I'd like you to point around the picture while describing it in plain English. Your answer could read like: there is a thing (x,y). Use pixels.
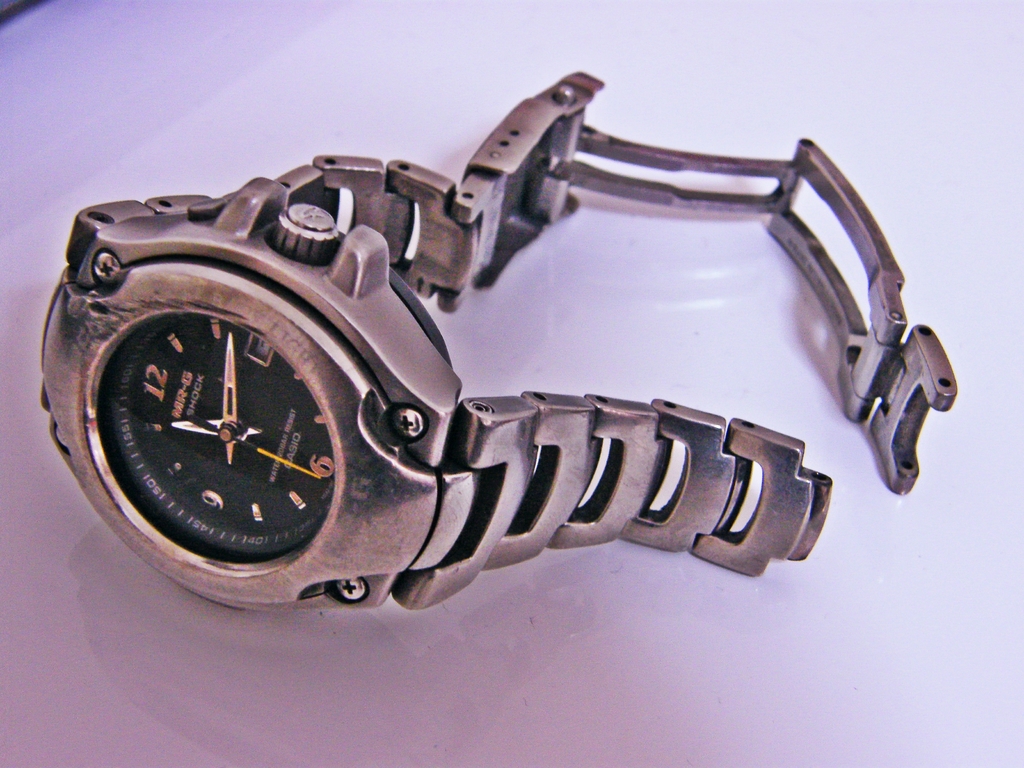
In this picture we can see a watch (279,432) on a white object (362,627).
